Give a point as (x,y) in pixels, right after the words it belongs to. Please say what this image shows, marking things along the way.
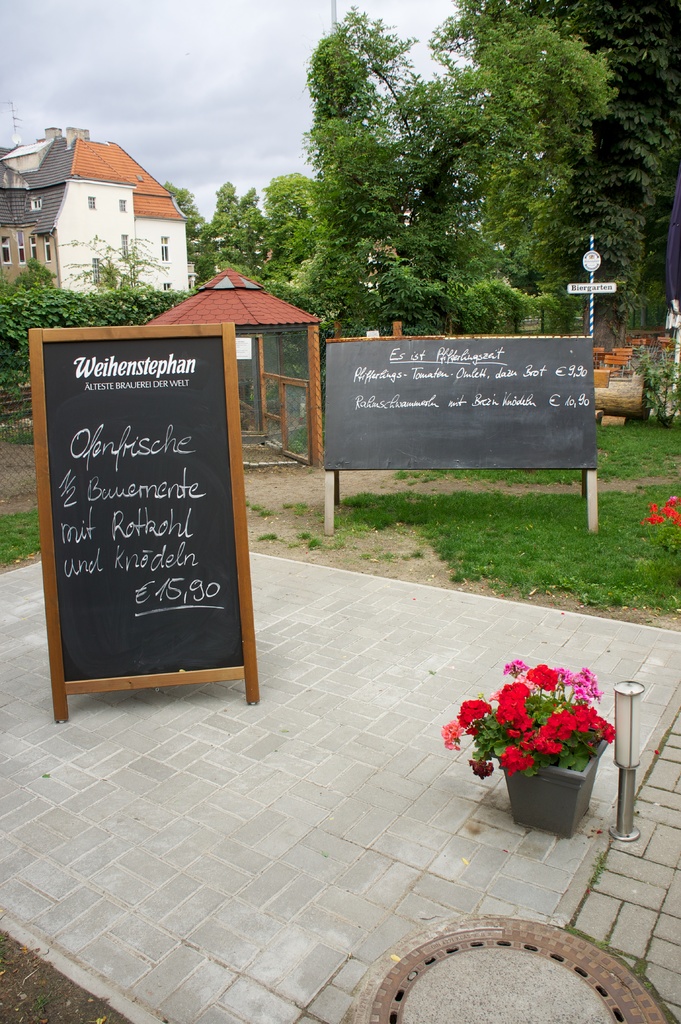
In this image we can see buildings (75,271), trees (360,216), poles (592,257), information boards (585,289), house plants (530,721), electric lights (630,818), grass (510,527) and sky (207,58).
